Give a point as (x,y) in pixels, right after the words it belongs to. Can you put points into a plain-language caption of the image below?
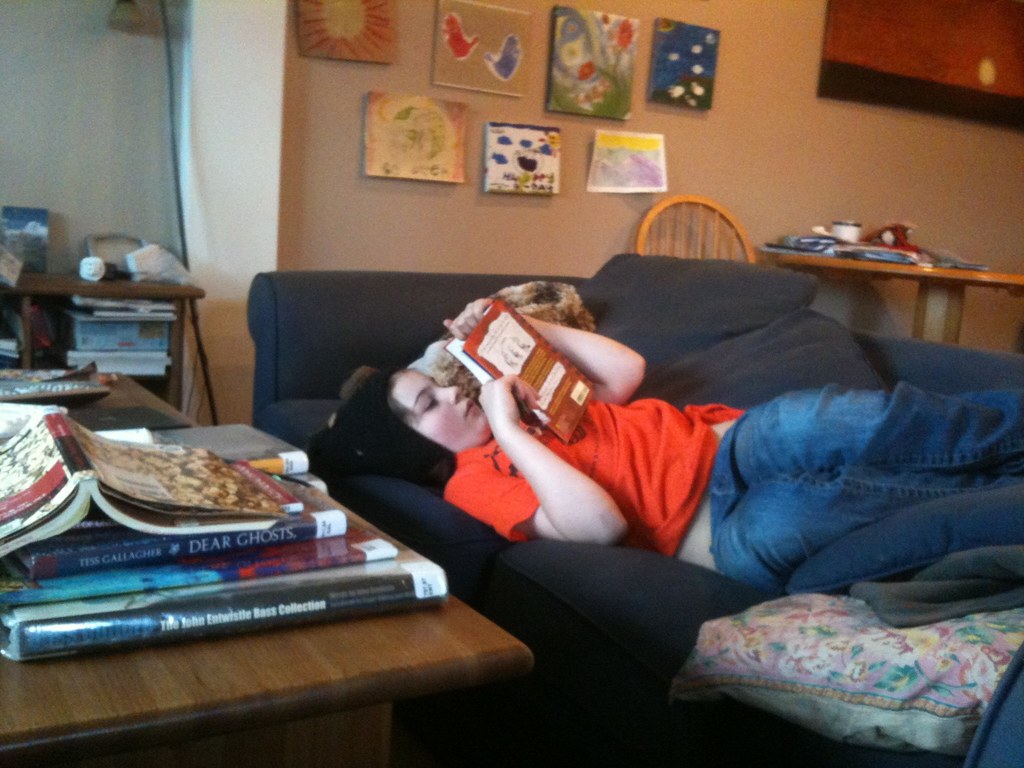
In this picture there is a girl (980,488) who is lying on the couch (414,349) at the right side of the image (884,32) there are some paintings (891,50) on the wall (311,90), there is a table (3,691) on which there are books (314,597) and other papers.
